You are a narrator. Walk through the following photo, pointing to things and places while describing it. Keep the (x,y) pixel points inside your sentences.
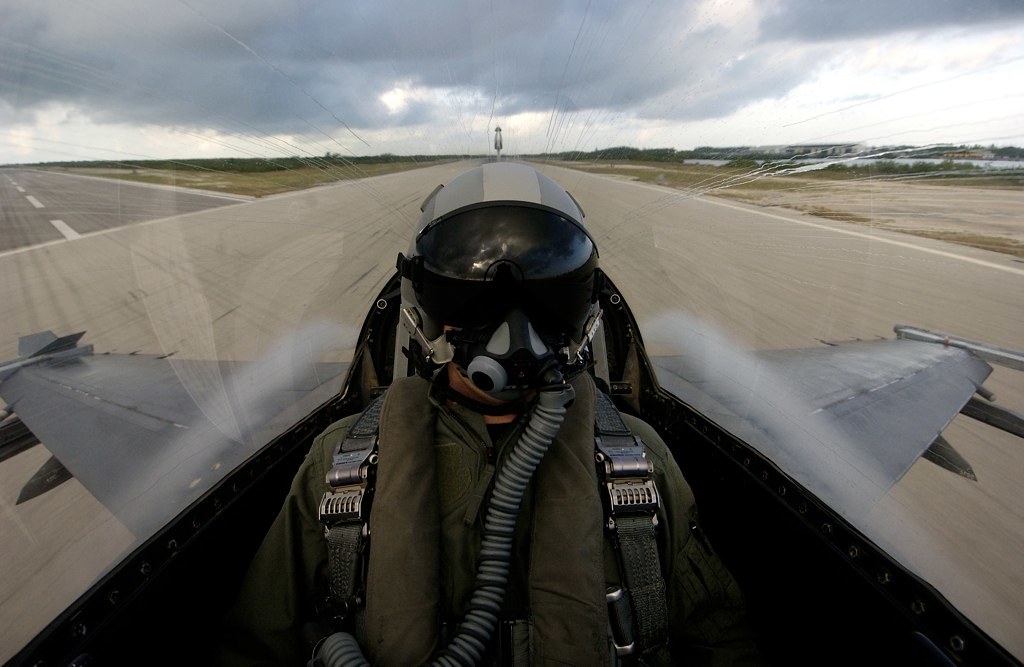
There is a person (572,393) inside airplane (874,428) and wore helmet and we can see airplane wings (77,387). On the background (560,172) we can see road (358,196) and sky (612,114) with clouds (527,102).
